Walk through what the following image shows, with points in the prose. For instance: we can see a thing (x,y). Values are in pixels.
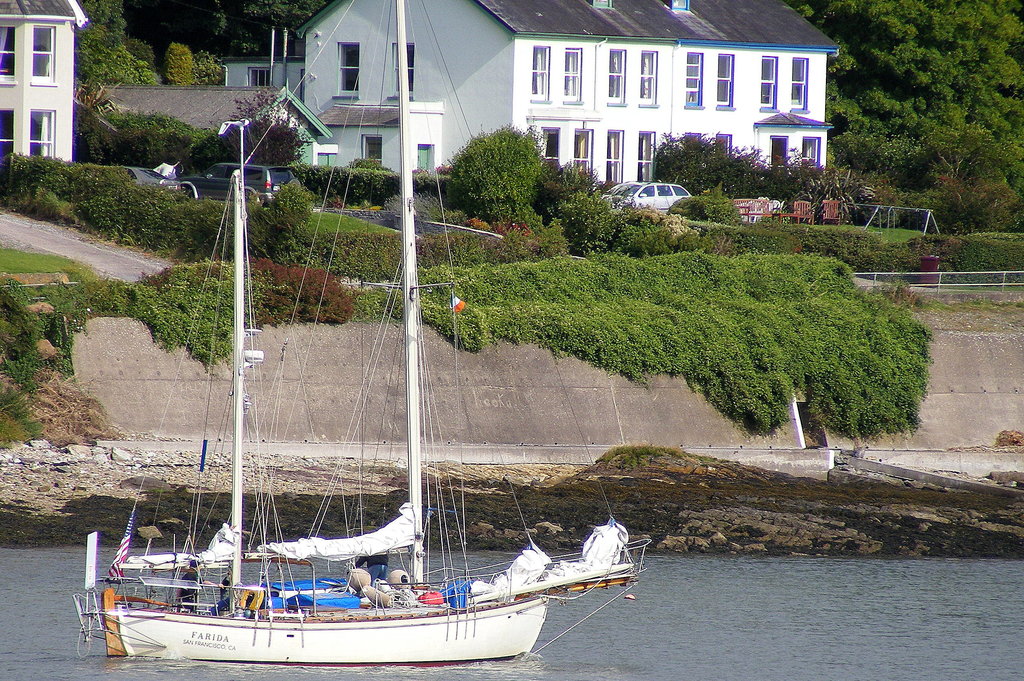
At the bottom of this image (426,586), there is a boat (247,652) on the water (707,657). In the background (104,413), there are buildings (680,76), trees (979,88), plants (484,146), vehicles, chairs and grass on the ground (886,278).
